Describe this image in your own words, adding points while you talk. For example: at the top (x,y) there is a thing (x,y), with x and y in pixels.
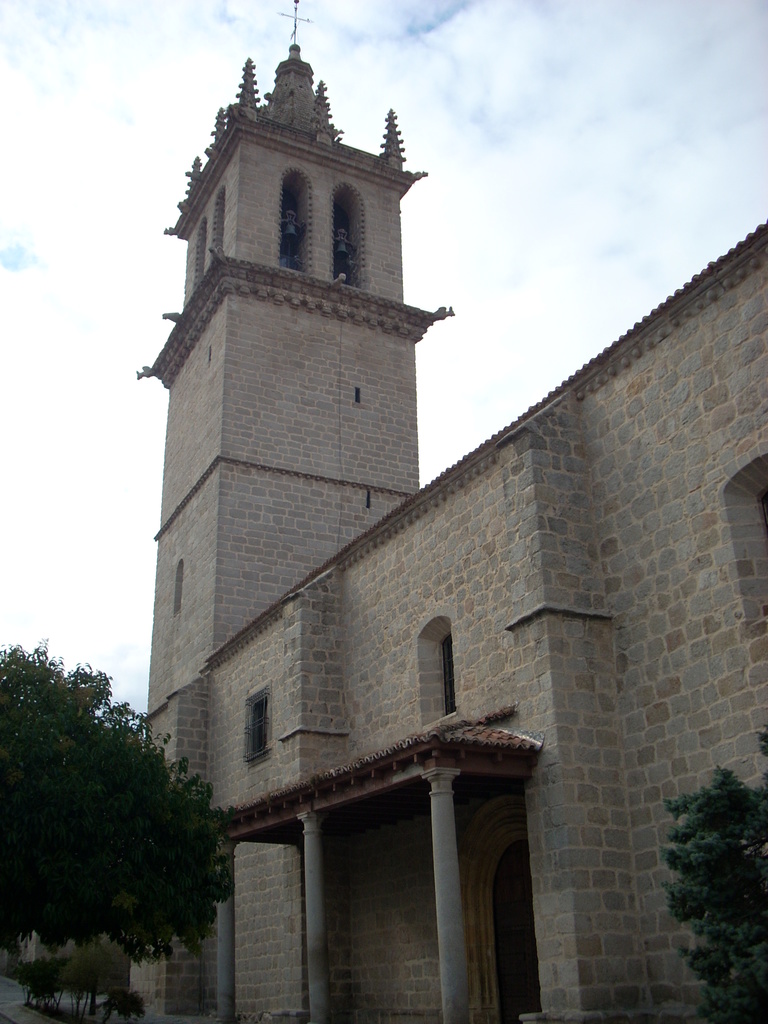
At the bottom (120,830) we can see trees (106,905) and plants (749,1002). In the background (460,565) there is a building (374,626), windows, cross symbol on the building (352,267), windows (252,744) and clouds (10,114) in the sky (10,114).
